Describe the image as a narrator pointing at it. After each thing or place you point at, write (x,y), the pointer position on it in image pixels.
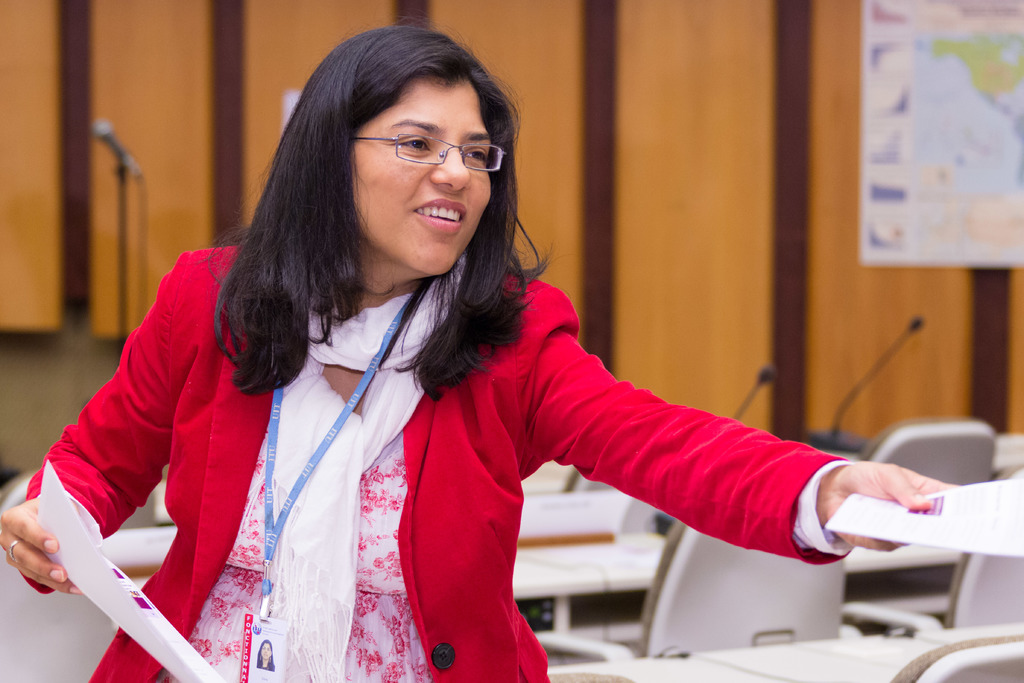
In this image I can see the person (393,491) is holding the papers (210,671). Back I can see the chairs (37,646), few mics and few objects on the table (568,569). The board (882,200) is attached to the brown color wall (760,198).
